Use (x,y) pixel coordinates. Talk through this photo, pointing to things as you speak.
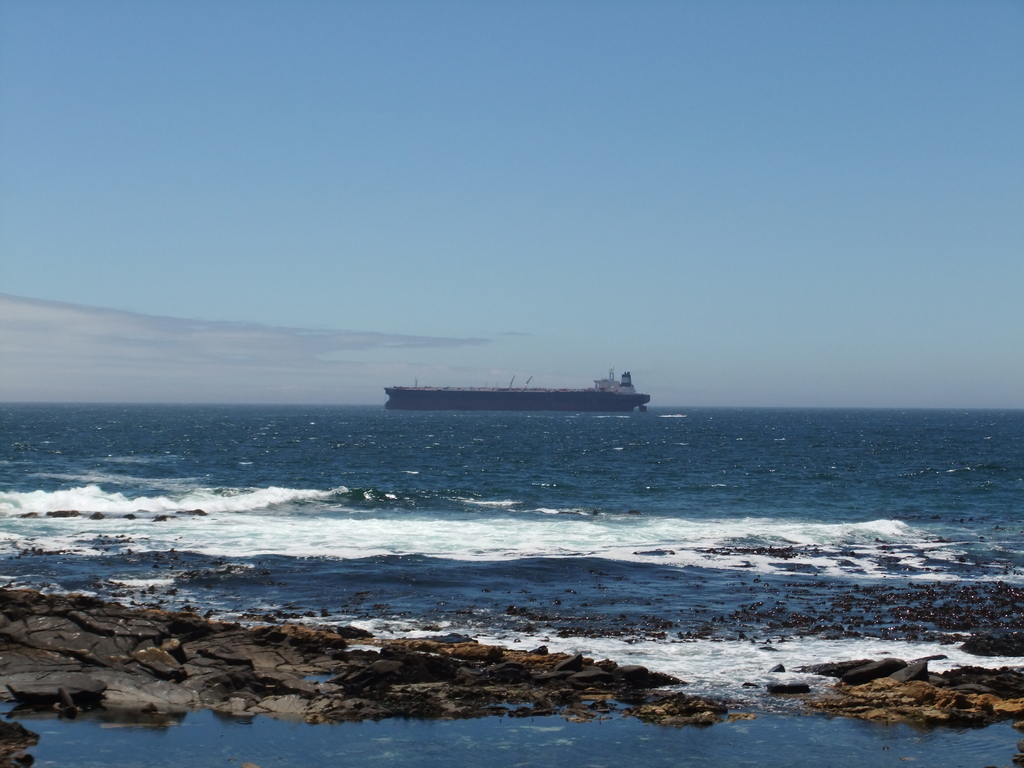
In the center of the image (432,401), we can see a ship (394,407) and at the bottom (378,539), there is water (624,642) and rocks (333,650). At the top (299,147), there is sky (588,93).
